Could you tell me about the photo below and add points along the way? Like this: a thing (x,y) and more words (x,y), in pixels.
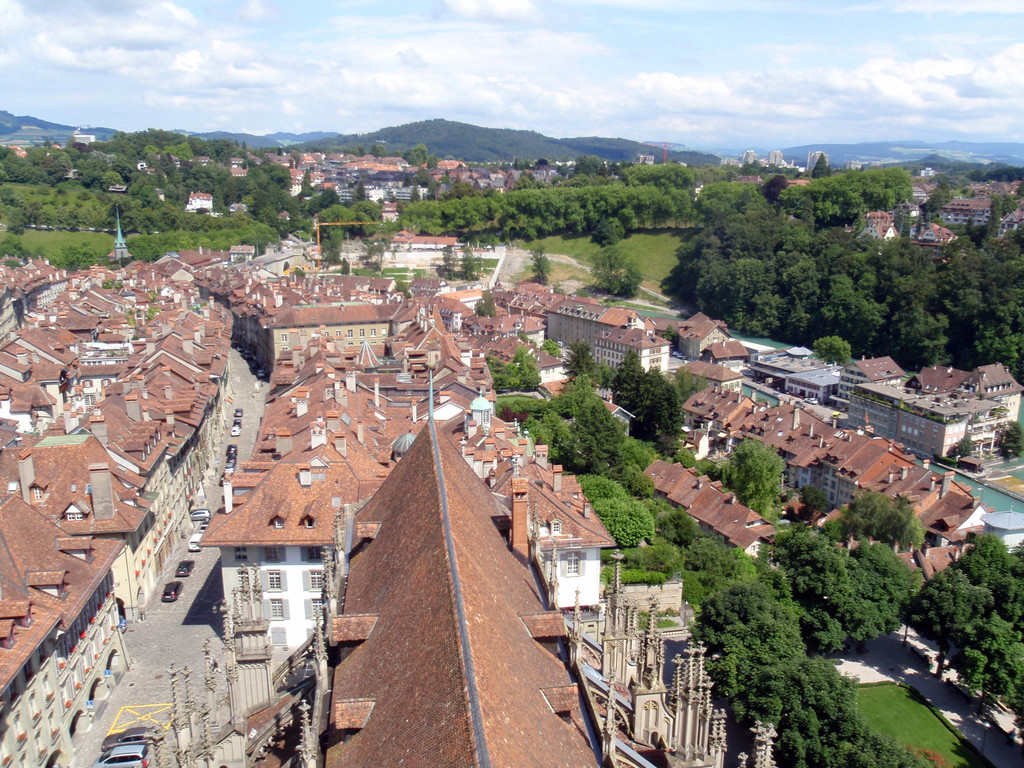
In this picture I can see vehicles (232,454) on the road (254,406), there are buildings (359,335), trees (472,213), hills (443,119), and in the background (284,48) there is sky (640,26).
